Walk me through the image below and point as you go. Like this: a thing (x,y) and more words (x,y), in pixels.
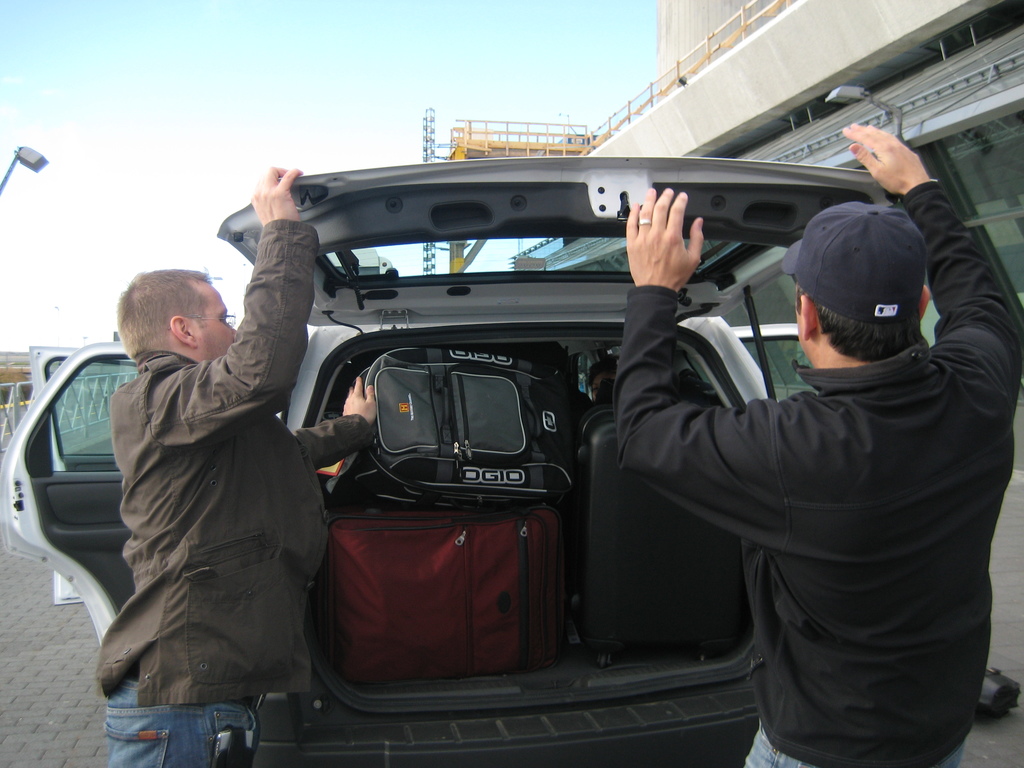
In this picture we can see a vehicle (461,765) with luggage bags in it on the ground (43,640), here we can see people (197,632), building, fence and some objects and we can see sky (541,1) in the background (464,24).
